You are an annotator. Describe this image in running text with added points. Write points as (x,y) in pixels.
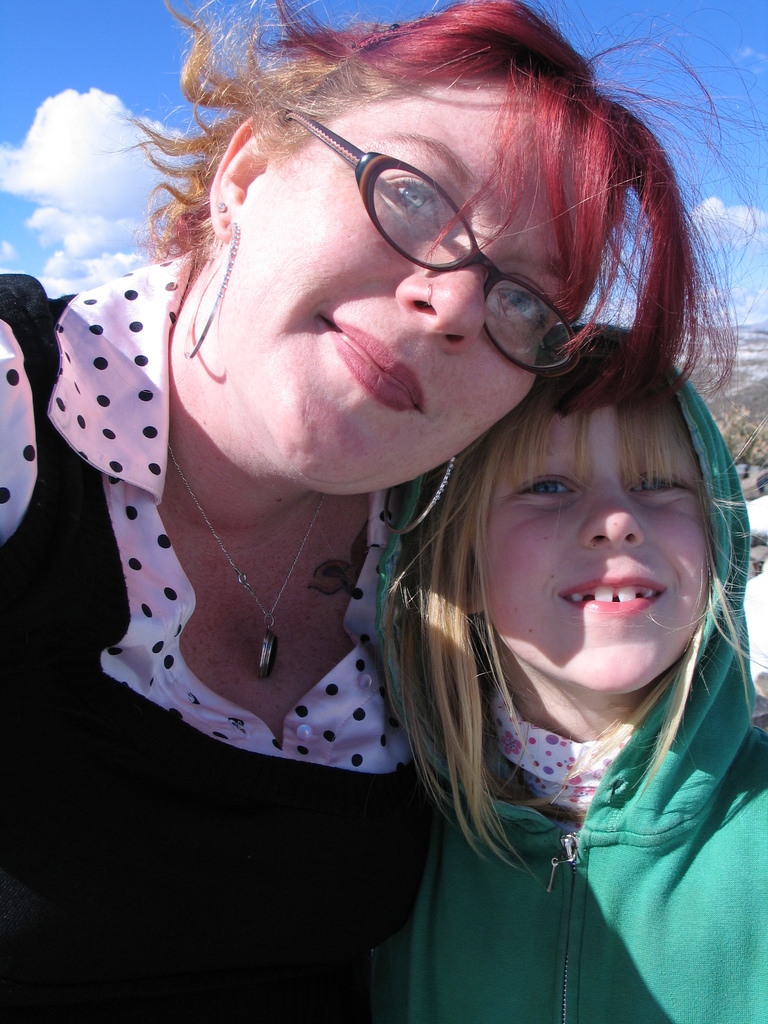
In this image there are two persons (526,458) smiling, a person (262,428) with spectacles (416,195), and in the background (55,27) there is sky (708,188).
